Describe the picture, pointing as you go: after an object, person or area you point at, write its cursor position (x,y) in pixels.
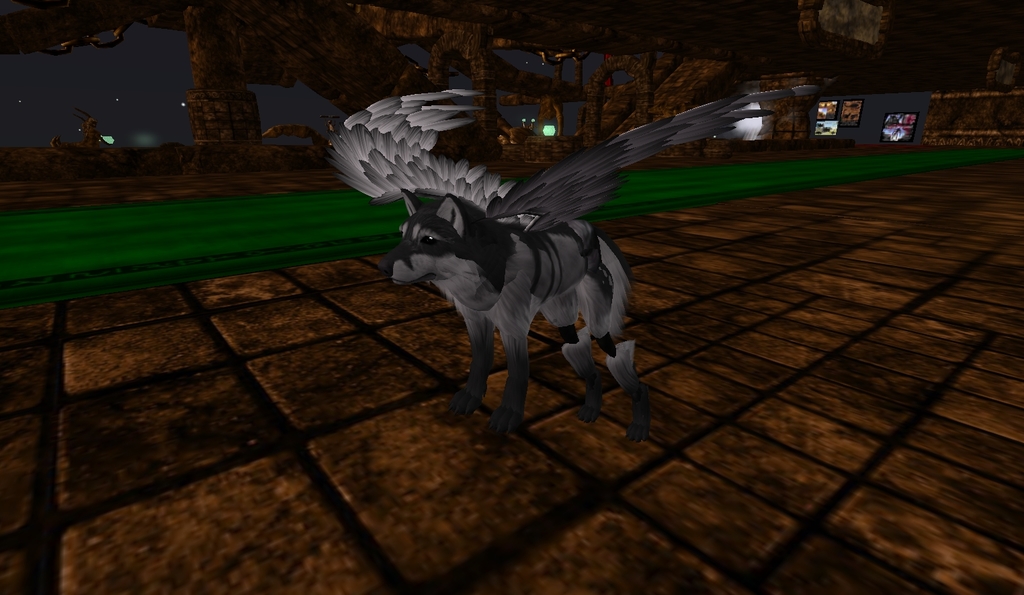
It is an animated in the middle (604,281) it is a fox (528,282) with wings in grey color.
